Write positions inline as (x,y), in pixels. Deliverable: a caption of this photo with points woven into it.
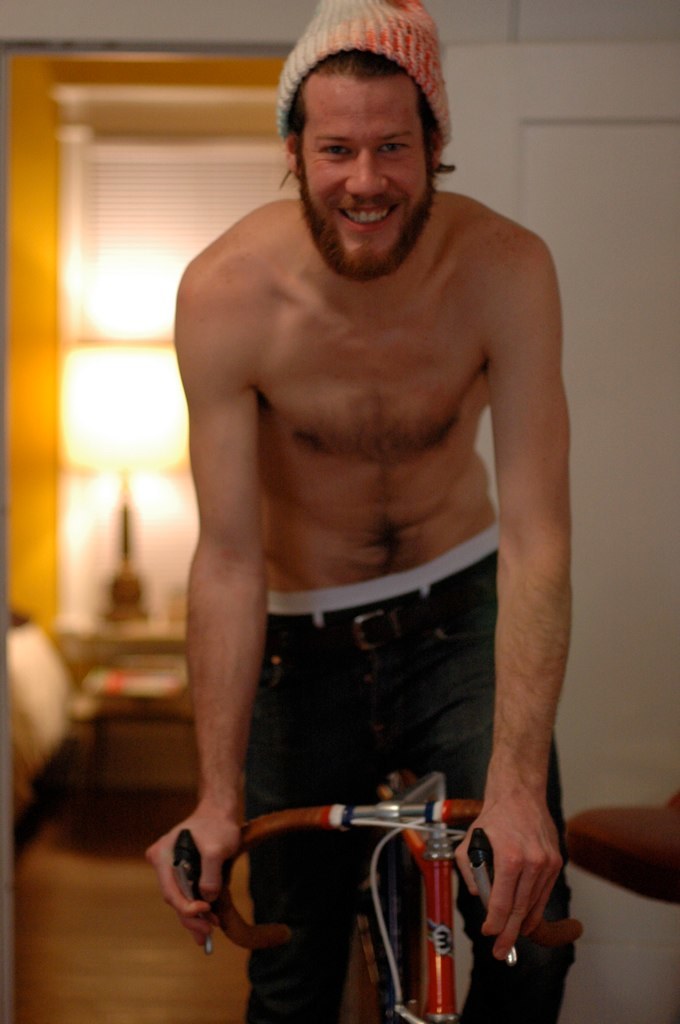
Here we can see a person (386,590) on a bicycle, he is wearing a cap (330,45) and smiling.
